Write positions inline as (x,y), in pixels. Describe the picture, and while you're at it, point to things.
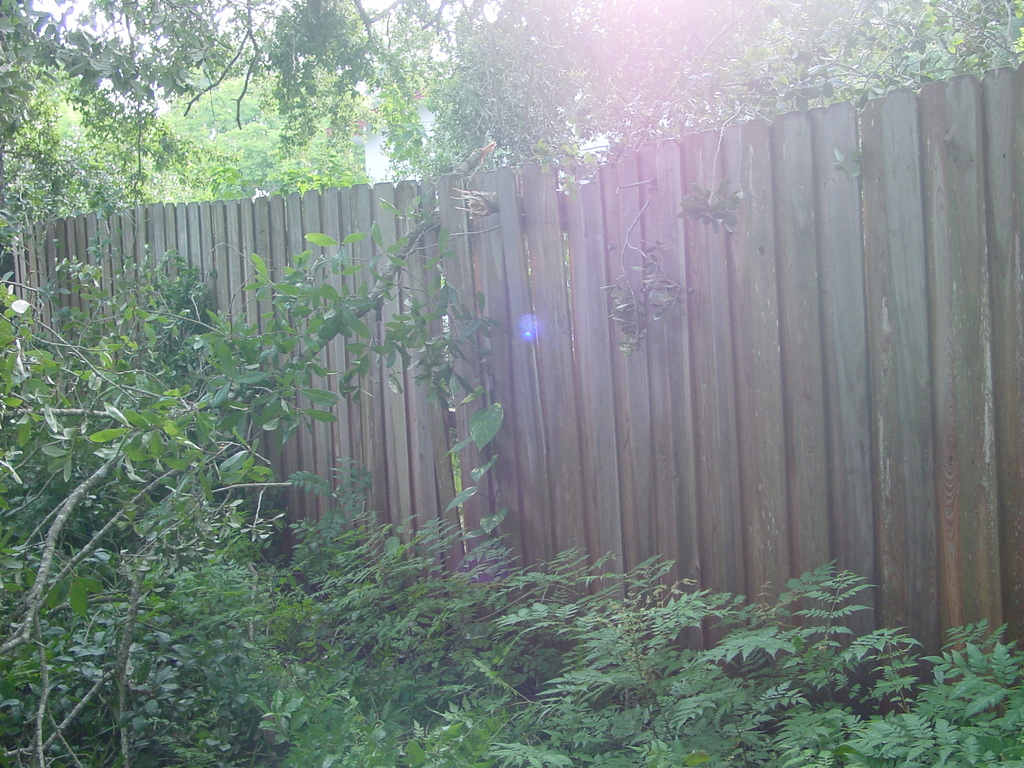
In this picture we can see the trees (89,108), wooden fence (760,418) and plants (682,606).
